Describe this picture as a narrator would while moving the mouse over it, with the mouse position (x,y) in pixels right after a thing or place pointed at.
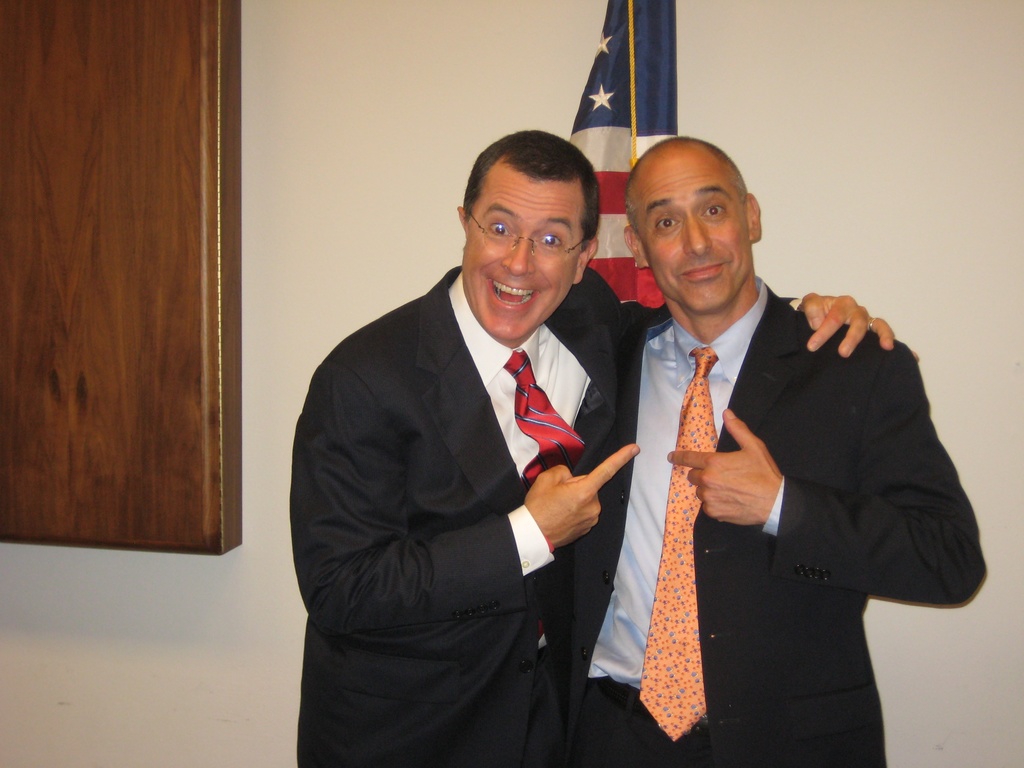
In the center of the image (462,361) we can see two people (674,545) standing and smiling. In the background (779,158) there is a flag (640,35) and a wall (304,297). We can see a board (202,393).
